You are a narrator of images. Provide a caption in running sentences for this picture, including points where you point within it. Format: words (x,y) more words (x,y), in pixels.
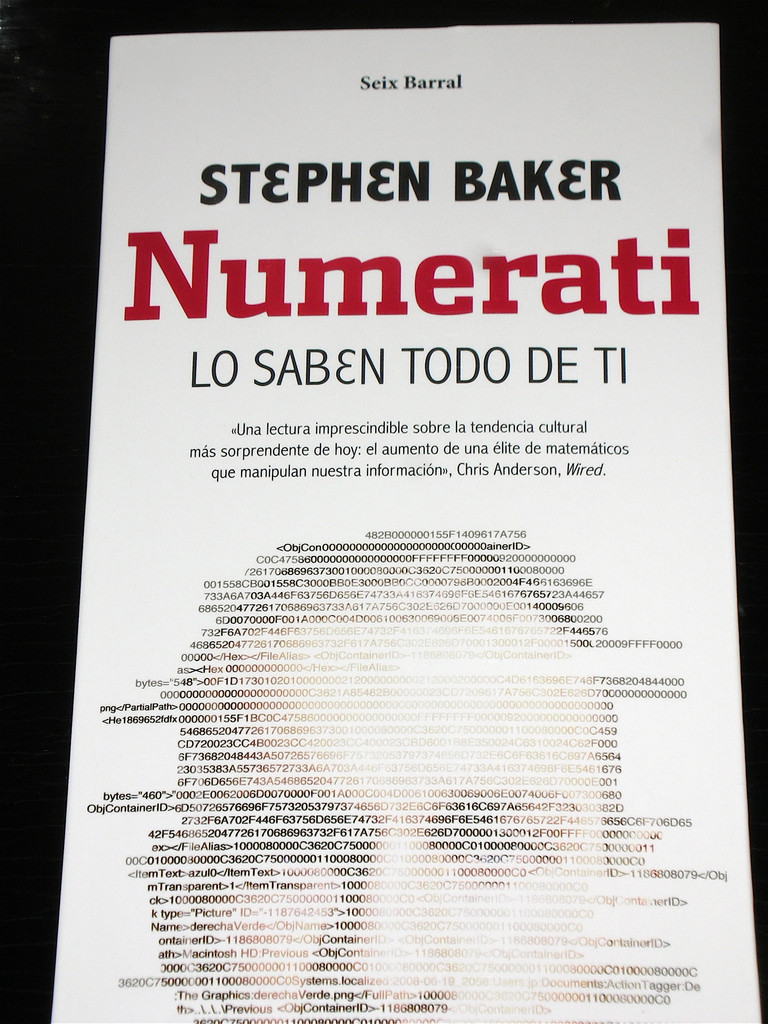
In this image we can see a poster (302,441). In the poster (263,377) we can see some text (370,168). At the bottom (231,941) we can see the text (441,705) in form of a human face (340,853).
